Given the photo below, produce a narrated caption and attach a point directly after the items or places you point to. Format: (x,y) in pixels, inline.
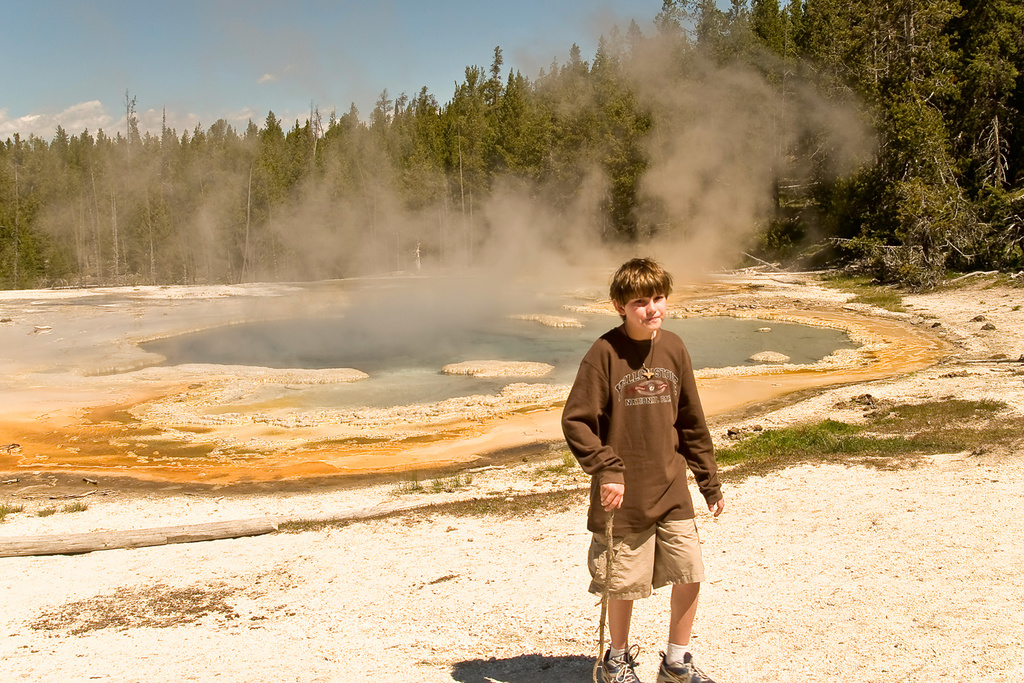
In the image there is a boy (617,348) standing on the land (561,461) and behind the land (392,443) there is a water surface (256,340), the water (394,395) is emitting smoke (329,241) and in the background (195,231) there are trees (332,181).
